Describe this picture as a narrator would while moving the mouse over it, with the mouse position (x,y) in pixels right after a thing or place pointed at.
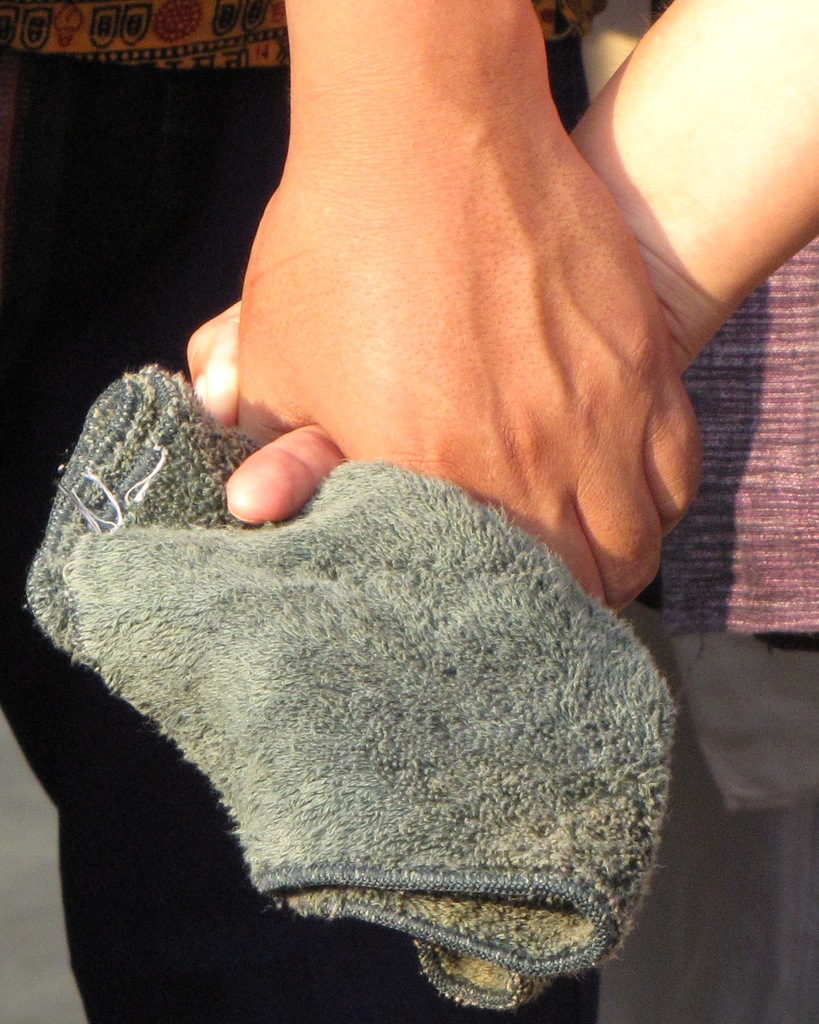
In this image there are two persons (474,185) holding a towel (487,642) in their hands (490,435).
